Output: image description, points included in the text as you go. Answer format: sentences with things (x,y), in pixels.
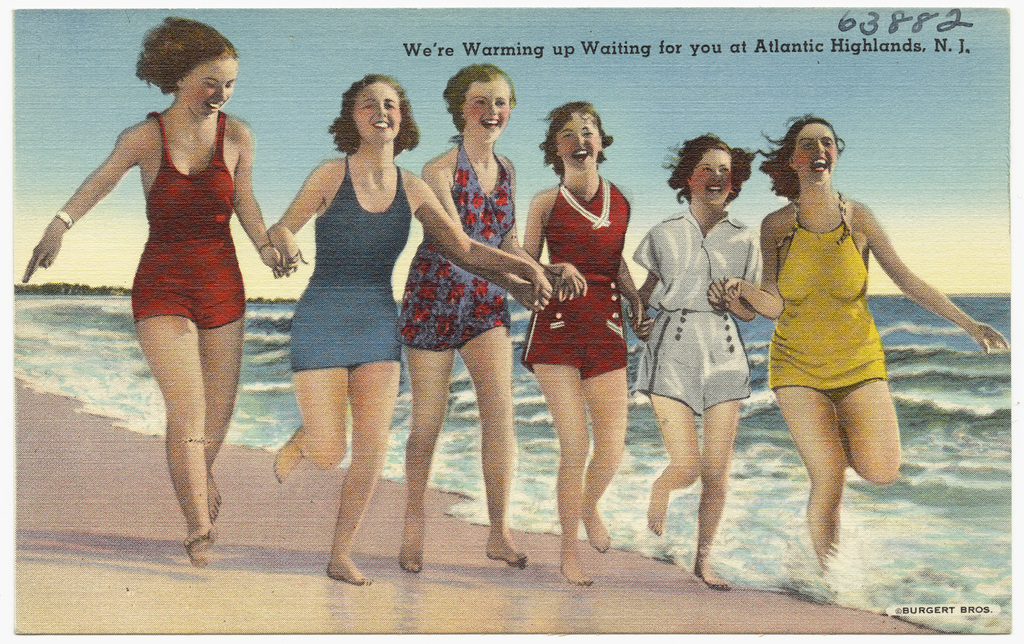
This picture shows a painting (429,385), I can see few women (607,289) running on the seashore (402,610) and I can see text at the top right (909,21) and bottom right corner of the picture (920,616) and I can see trees (100,292) on the back (101,275) and a clear sky (74,269).
